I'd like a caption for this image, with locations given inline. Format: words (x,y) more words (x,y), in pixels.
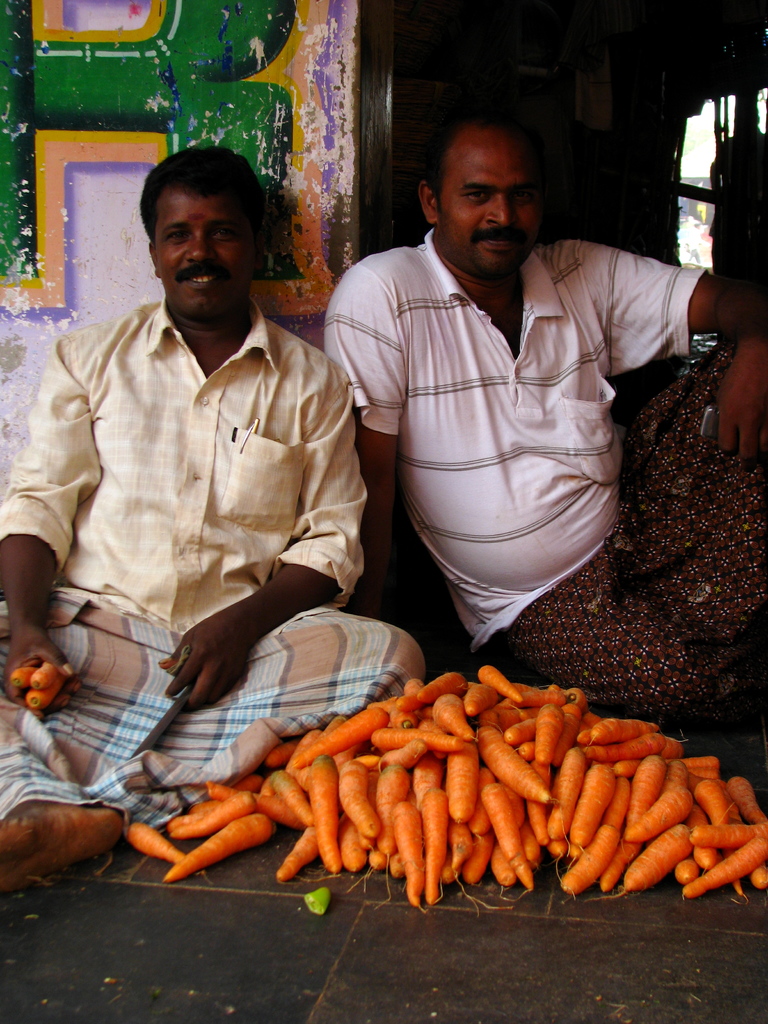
In this image we can see two people (340,480) sitting. The man (340,492) sitting on the left (58,671) is holding carrots (23,677). At the bottom (182,868) there are carrots (489,833) placed on the floor (449,948). In the background (665,171) there is a door (751,202) and a wall (213,117).
